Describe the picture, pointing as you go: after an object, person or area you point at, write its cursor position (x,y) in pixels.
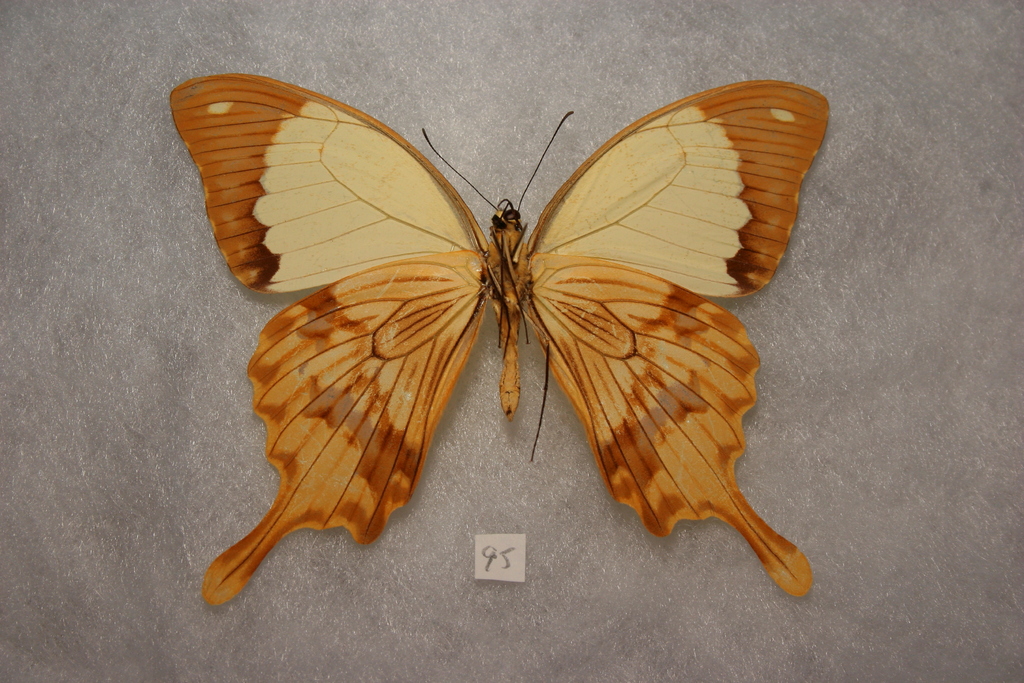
This image consists of a butterfly (330,350) in brown color. At the bottom (488,554), we can see a small piece of paper (522,553). The background (82,113) is gray in color.
